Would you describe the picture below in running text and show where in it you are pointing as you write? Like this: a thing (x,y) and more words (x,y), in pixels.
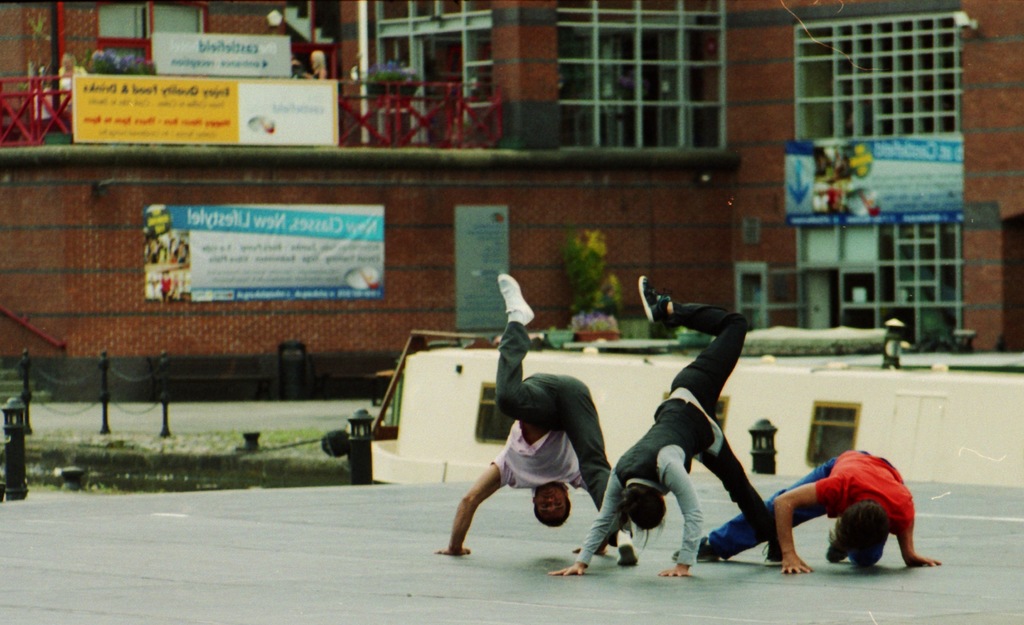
In this picture we can see people (505,404) on the ground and in the background (367,354) we can see a building (24,254), posters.
